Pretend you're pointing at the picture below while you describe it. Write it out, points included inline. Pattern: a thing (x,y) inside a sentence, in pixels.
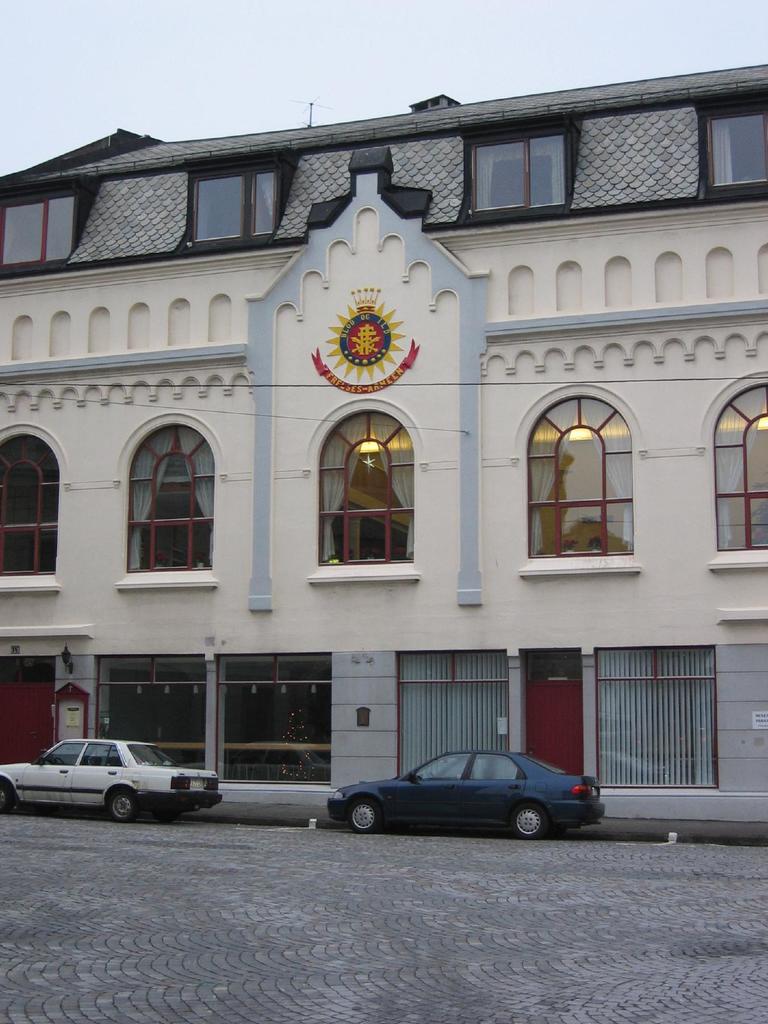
In the picture we can see a building (648,642) with glass windows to it and near to the building (71,582) we can see a two cars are parked on the path (640,920), one car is white in color and one is blue in color and behind the building (755,815) we can see a sky (287,13).
